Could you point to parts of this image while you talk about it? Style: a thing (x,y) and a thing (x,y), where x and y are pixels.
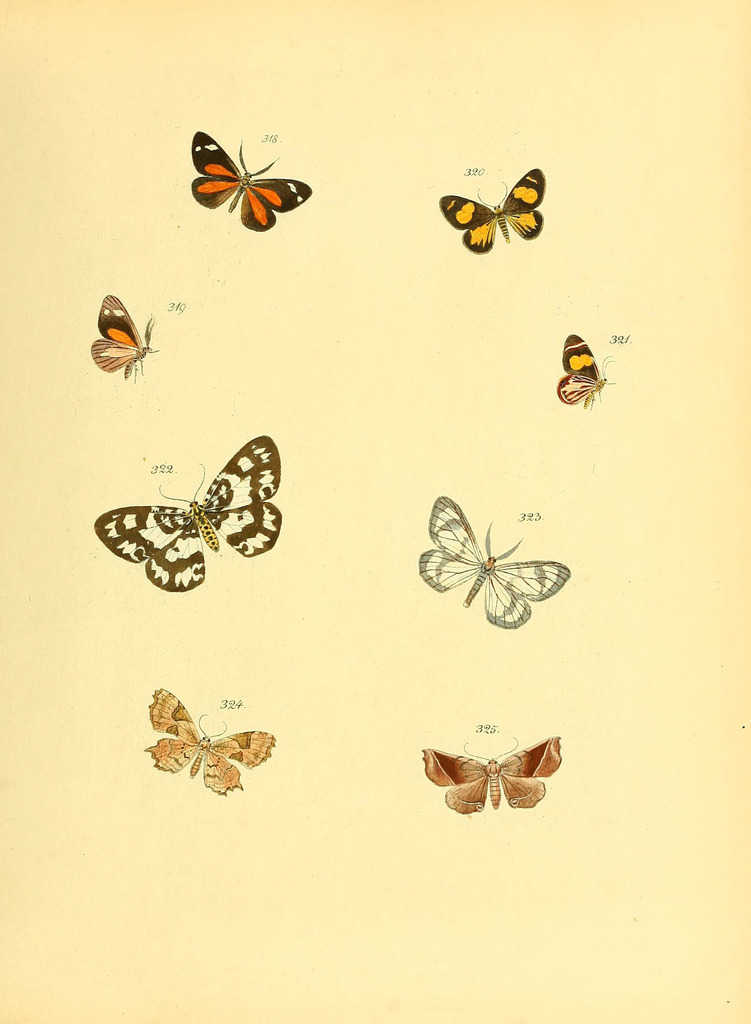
This image consists of paper (233,570) on which there are pictures (210,750) of butterflies (464,542).
